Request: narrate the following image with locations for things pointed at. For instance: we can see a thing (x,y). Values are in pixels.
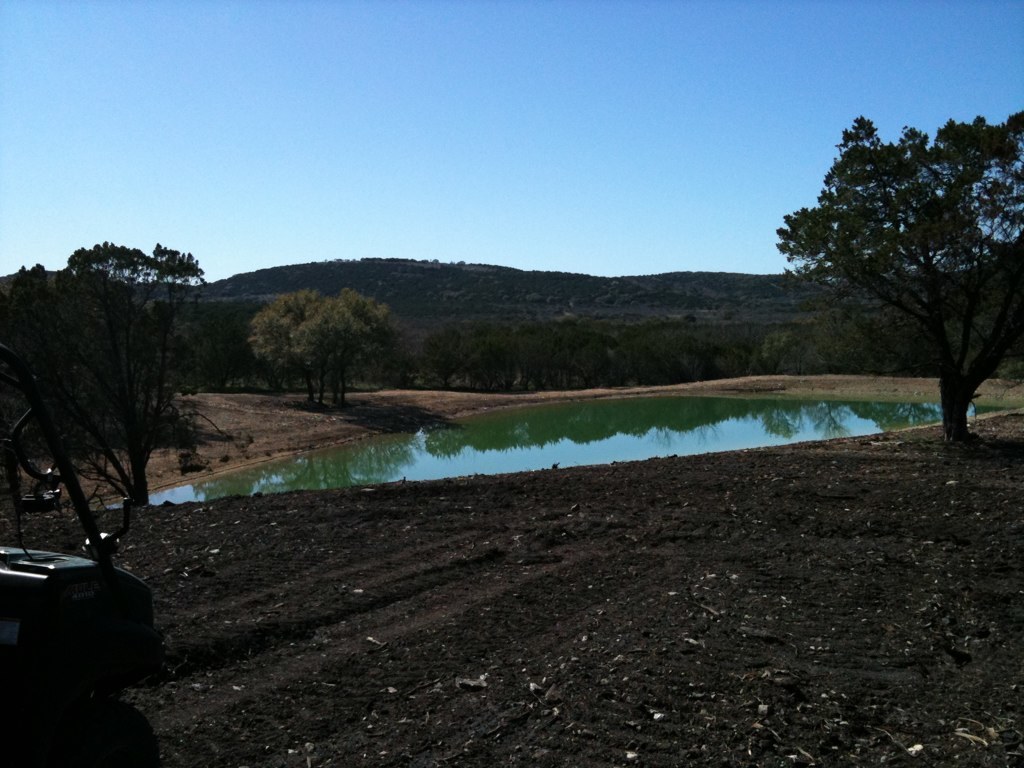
In this image we can see a vehicle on the ground (295,545), there is a pond (753,424), around the pond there are some trees (581,359), in the background (951,37) we can see mountains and a sky (851,40).
